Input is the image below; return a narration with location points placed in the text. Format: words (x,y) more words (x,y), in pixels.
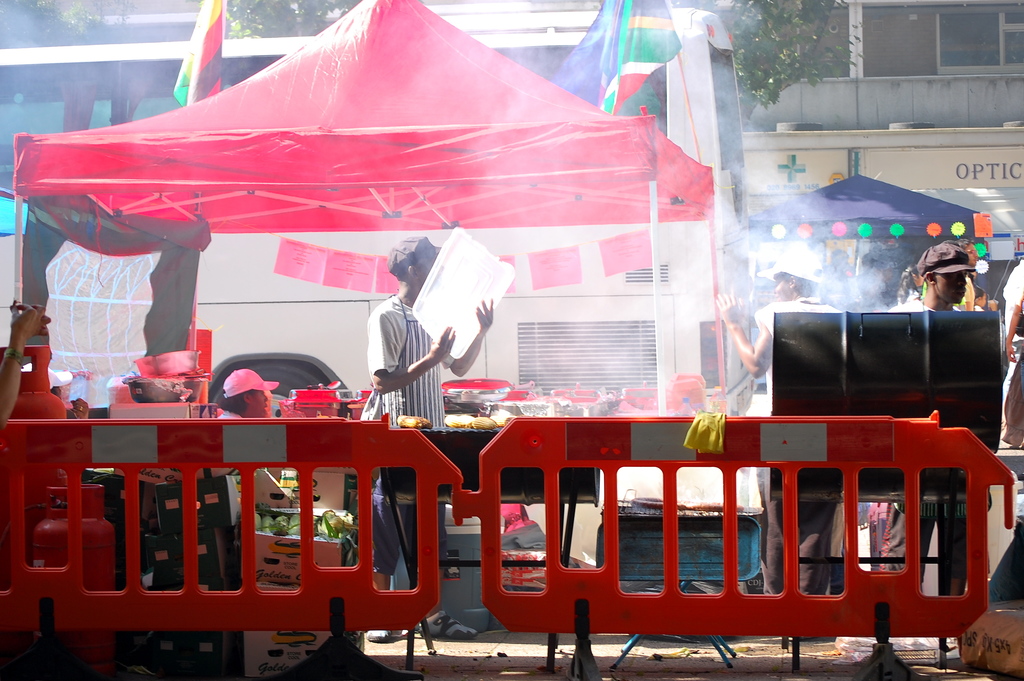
In this picture we can see some people (432,369) are under the tents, in which we can see some tables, boxes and we can see some vessels (368,392) on the table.
